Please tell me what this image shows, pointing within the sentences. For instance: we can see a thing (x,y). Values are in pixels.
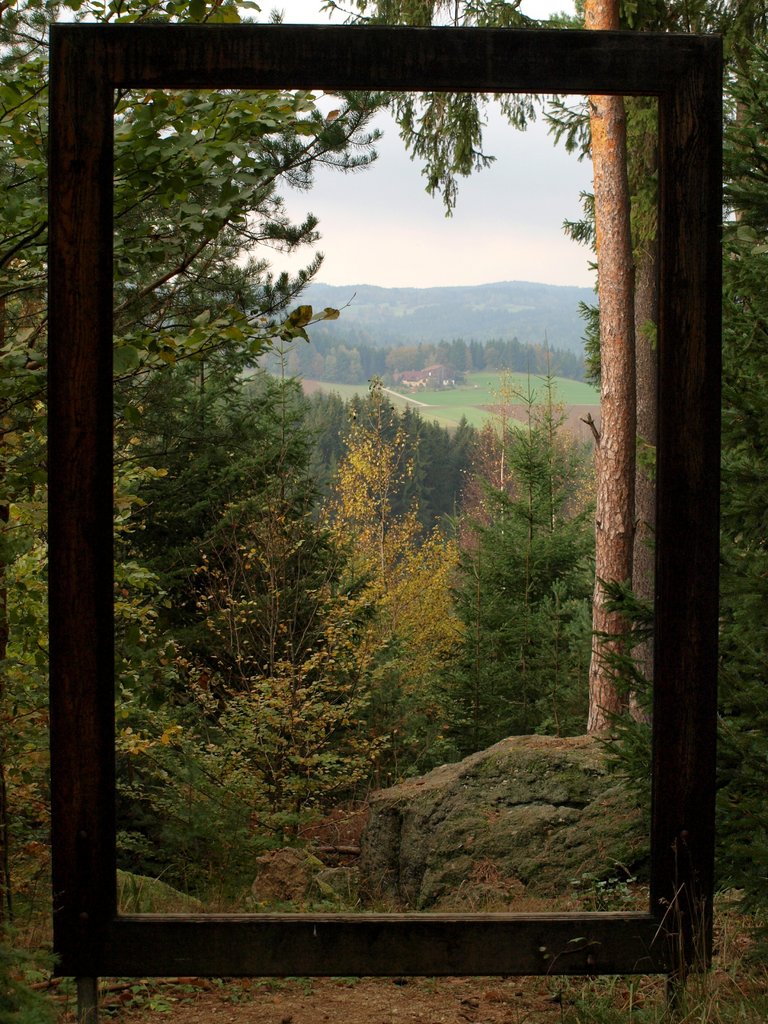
In this image I can see a frame (109,948) which is brown and black in color is attached to the poles (679,975) which are in the ground (509,1004). Through the frame (112,632) I can see few trees (177,659) which are green and yellow in color and a huge rock (496,764). In the background (442,448) I can see the ground (467,388), few buildings (430,376), few trees (383,365), a mountain (475,298) and the sky (536,167).
